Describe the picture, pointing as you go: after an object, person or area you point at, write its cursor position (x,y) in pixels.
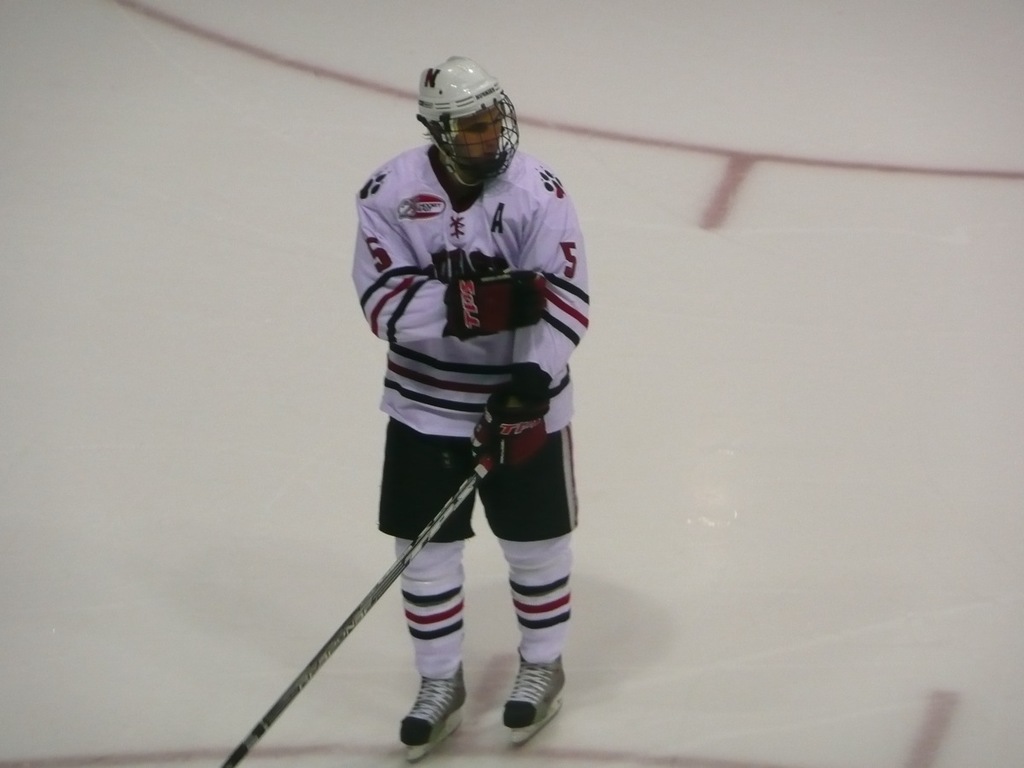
In this image I can see there is a person (421,522) standing on a ground (522,132) and holding a stick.
